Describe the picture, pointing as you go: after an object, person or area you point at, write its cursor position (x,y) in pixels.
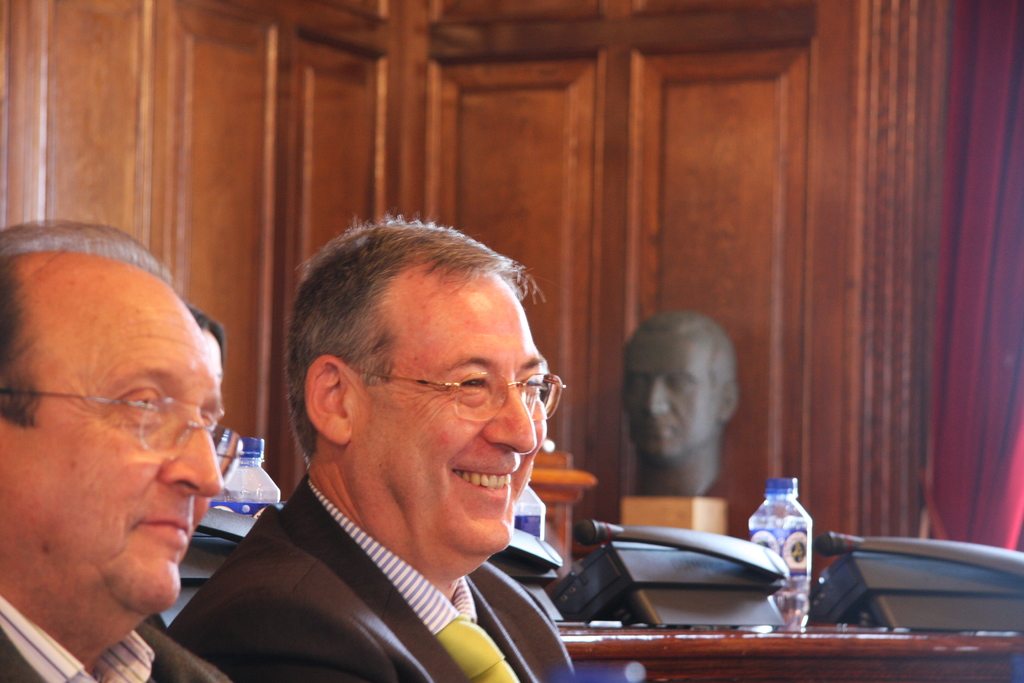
In this image I can see two men (295,626) and also both of them are wearing specs (536,389). Here I can see smile on his face (488,471). In the background (781,511) I can see few water bottles (769,502).
